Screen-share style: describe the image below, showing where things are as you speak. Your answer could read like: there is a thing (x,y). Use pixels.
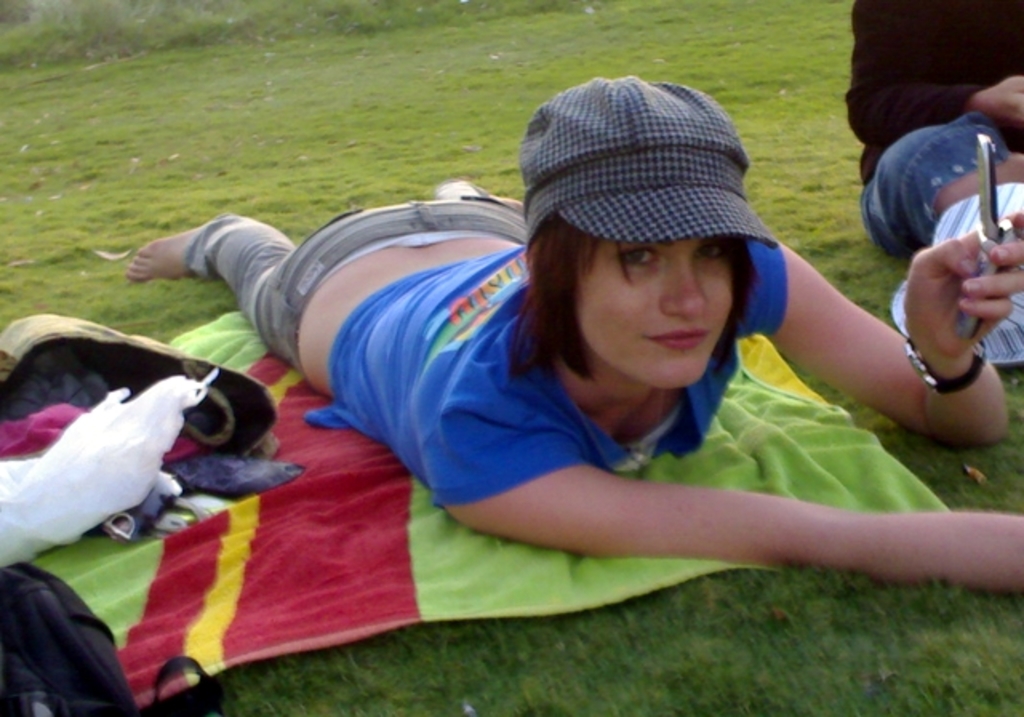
In this image we can see a lady (330,317) is lying on the towel (508,587). She is wearing a blue color dress (439,420) and a cap (644,192) and holding a mobile (970,273) in her hand (987,313).
